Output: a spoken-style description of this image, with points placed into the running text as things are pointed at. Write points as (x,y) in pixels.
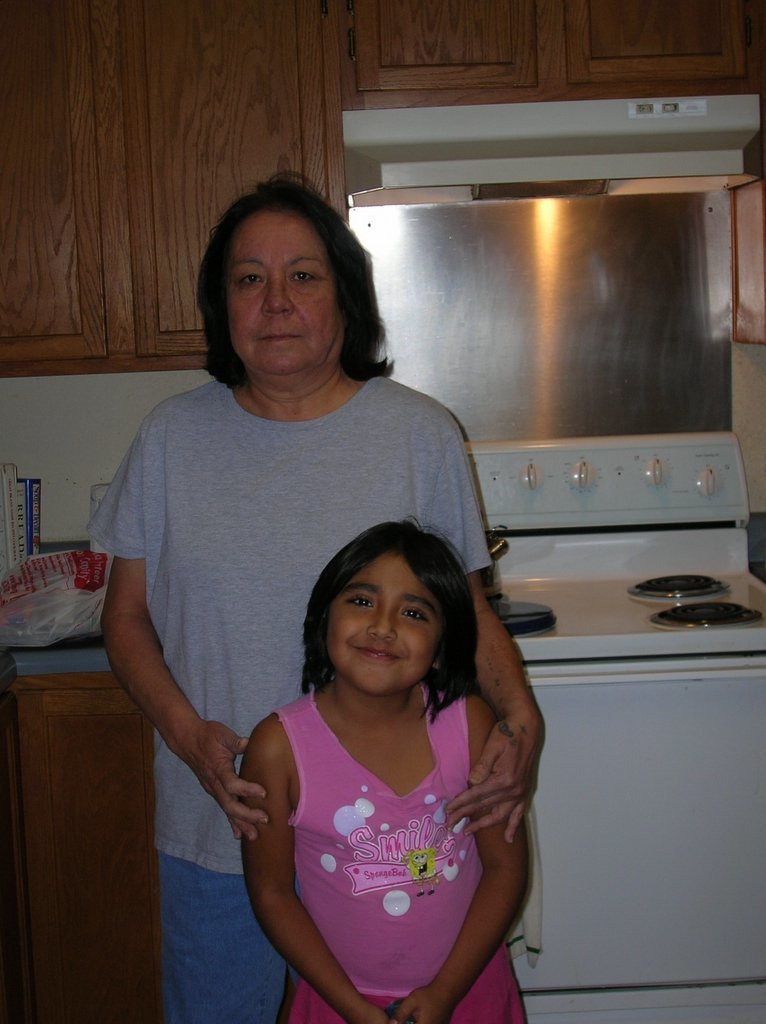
This image consists of 2 persons (225,694). One is a woman (217,633), another one is a girl (361,815). There is a stove (631,756) behind them. There are cupboards (132,191) at the top (247,191).
